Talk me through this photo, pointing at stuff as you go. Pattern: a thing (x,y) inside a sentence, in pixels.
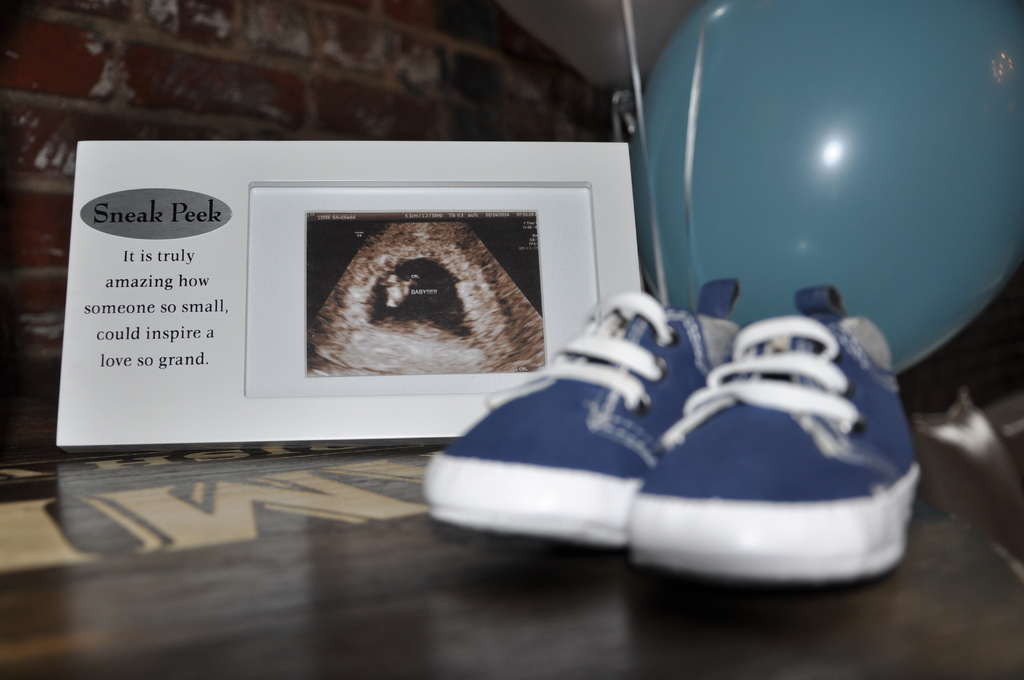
In this image we can see shoes (751,462) and photo frame (214,318) with text (185,307) and photo (519,300). Also there is a balloon (743,208).
